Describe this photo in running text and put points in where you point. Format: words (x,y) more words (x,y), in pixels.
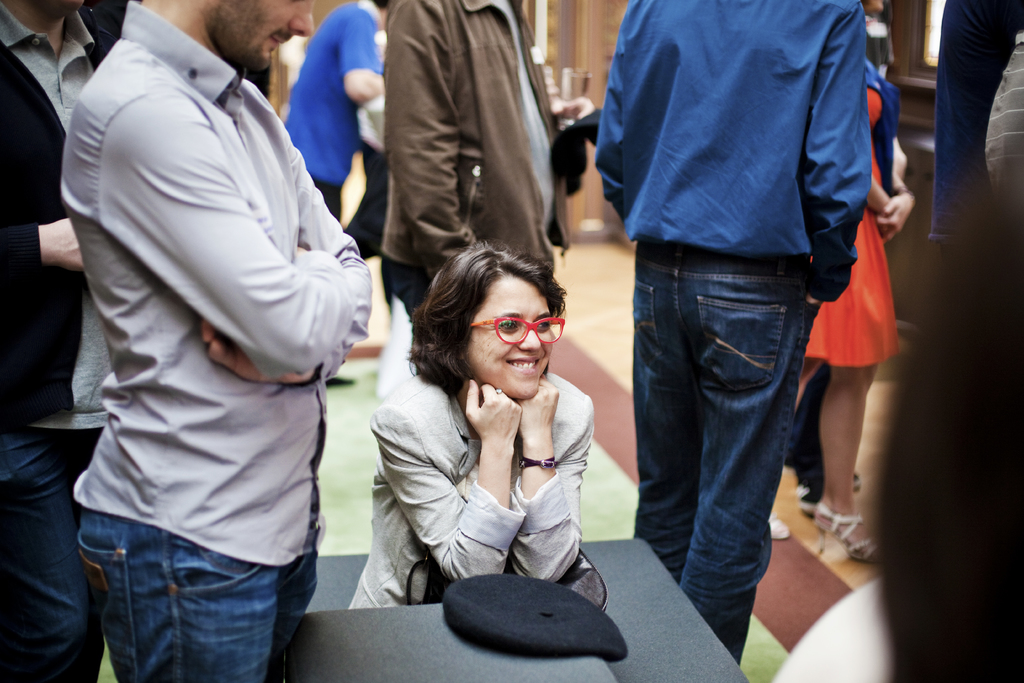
In the picture I can see a group of people (435,271) are standing on the floor (626,491) among them a woman (553,497) is sitting and smiling. The woman (476,462) is wearing red color glasses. The background of the image (600,536) is blurred.
